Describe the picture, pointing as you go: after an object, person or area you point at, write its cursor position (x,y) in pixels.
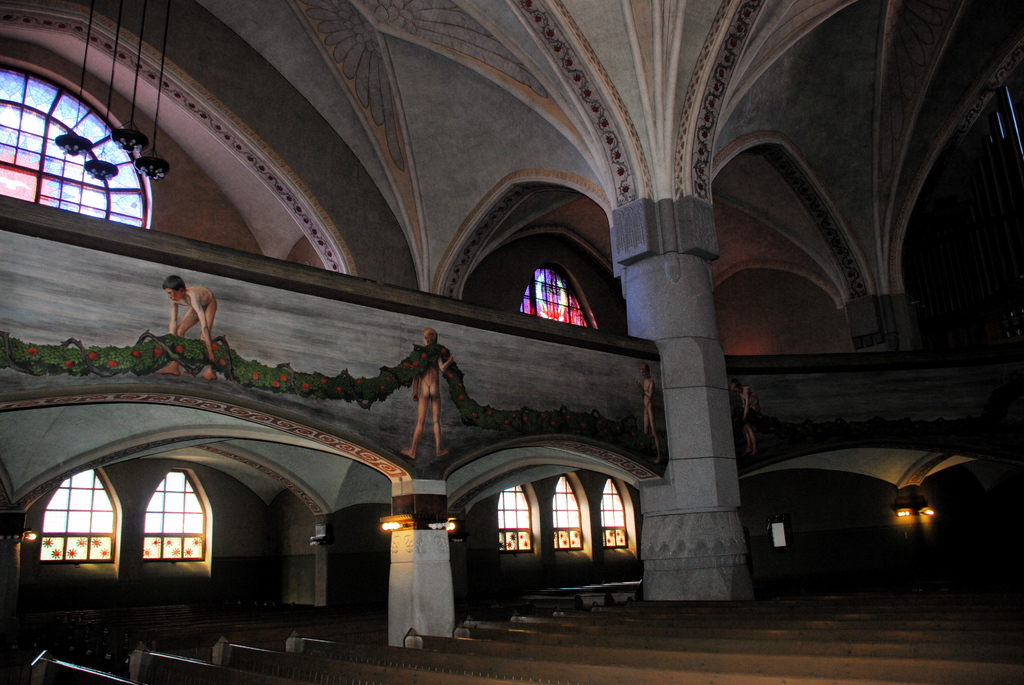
This image is a inner view of a building (439,395) as we can see there is some painting (550,381) is on the wall (511,402). There are some windows (58,502) in the bottom left side of this image (144,515) and in the middle of this image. There are some benches (639,642) in the bottom of this image (799,614).
